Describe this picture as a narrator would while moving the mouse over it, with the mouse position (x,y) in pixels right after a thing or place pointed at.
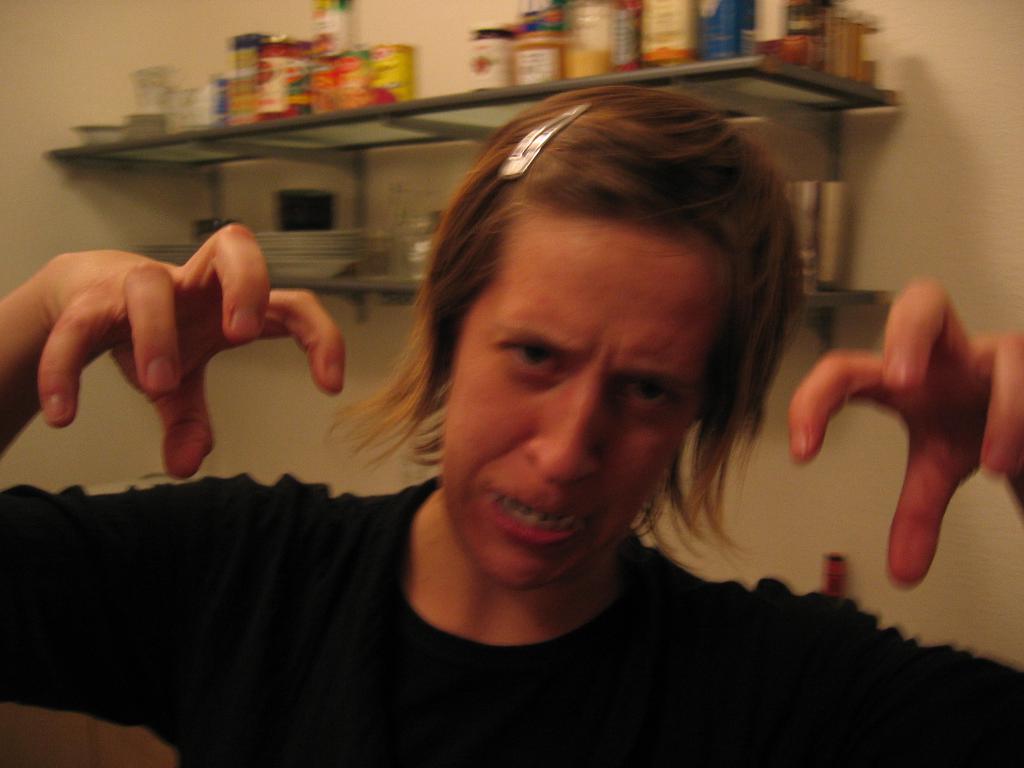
In this picture we can observe a woman (301,600) wearing a black color dress (331,660). Behind her there are two racks (327,277) in which we can observe some bottles (331,93) and plates (264,244). In the background (88,111) there is a wall (311,397) which is in white color.
